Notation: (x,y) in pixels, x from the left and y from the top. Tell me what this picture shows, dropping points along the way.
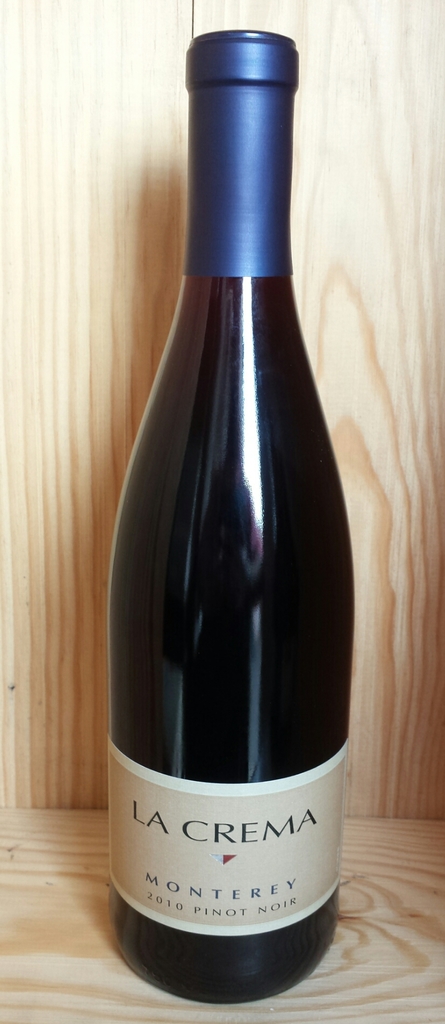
In this image we can see a bottle (236,908) on a wooden surface (363,986). On the bottle (234,911) we can see a label (241,808). We can see the text (200,840) on the label (260,830). Behind the bottle (208,359) we can see a wooden object (92,511).
